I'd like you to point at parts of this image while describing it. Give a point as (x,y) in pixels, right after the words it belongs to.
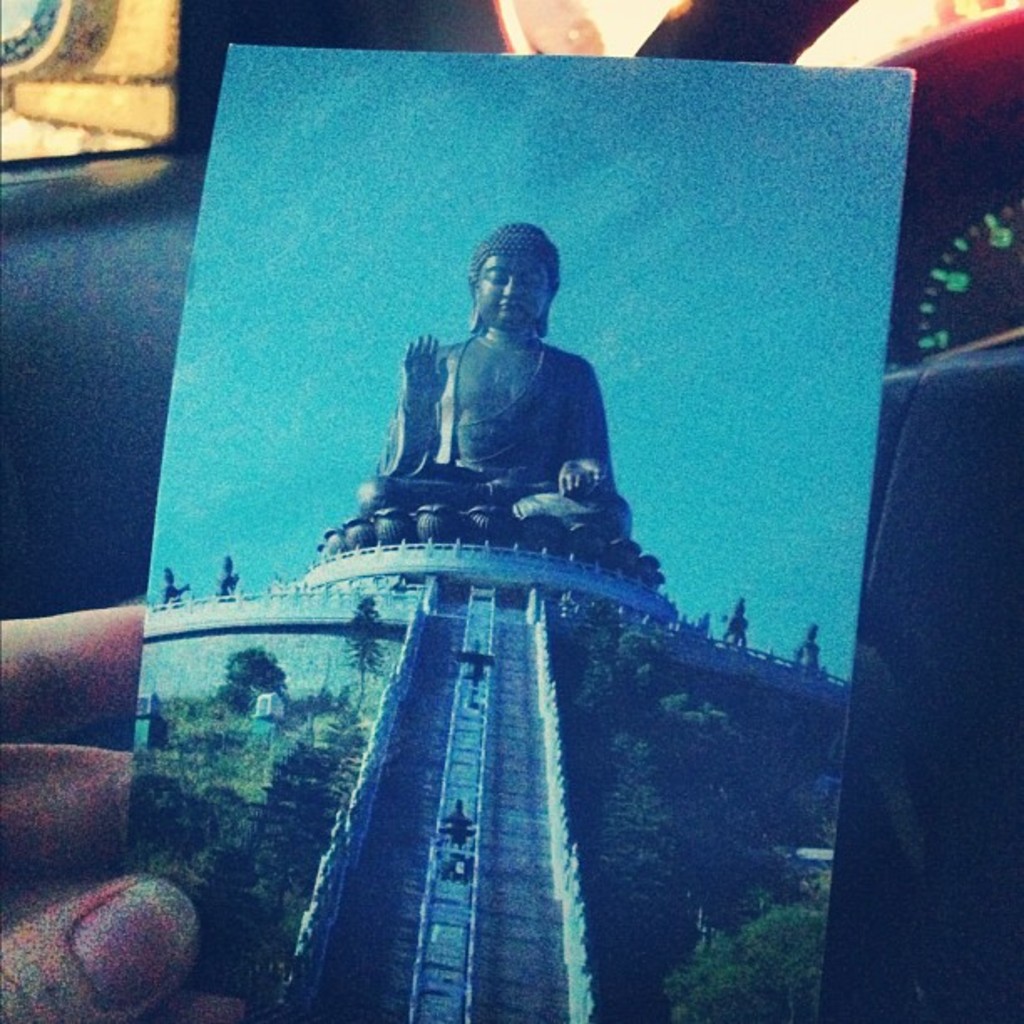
In this image in the bottom left (14,942) I can see person's hand (30,671) which is holding a photo (397,442), on which there is a statue (505,345), trees (627,776), the sky (321,294) visible, behind the photo (671,69) there are some objects (944,168) visible.
